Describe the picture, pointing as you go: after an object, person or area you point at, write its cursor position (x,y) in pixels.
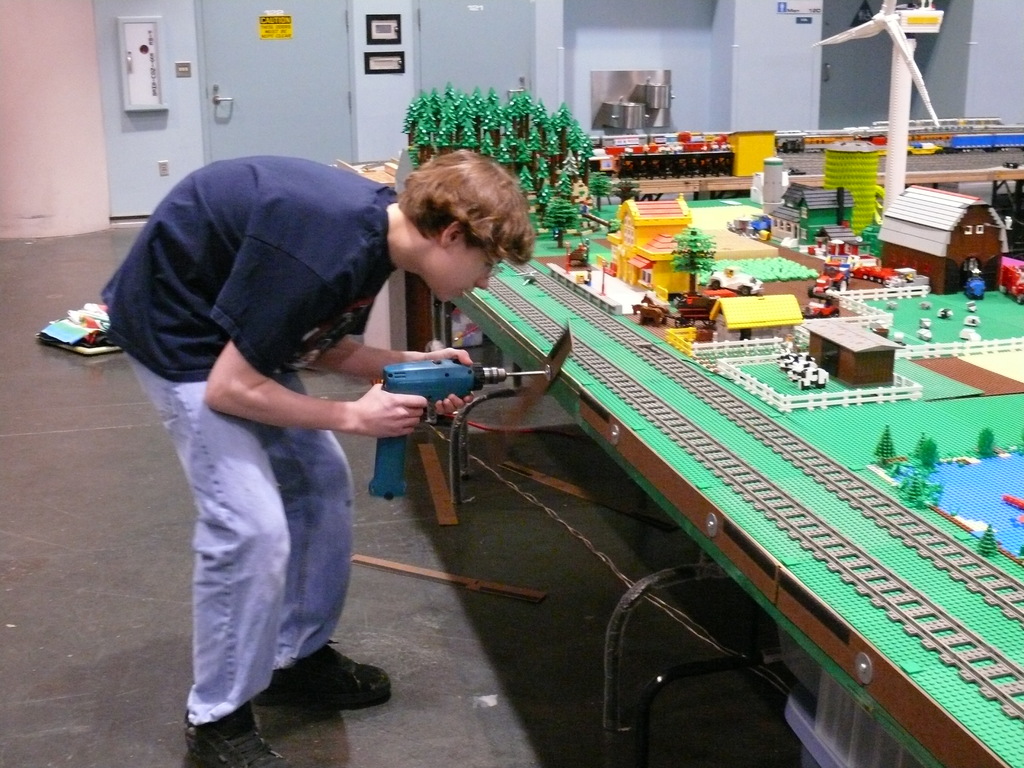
On the left side of the image (202,403) a man (273,495) is standing and holding a drilling machine (422,392). On the right side of the image (707,421) there is a table (655,377). On the table (700,362) we can see some objects (799,369) like house (857,362), toys (790,268), turbine (893,96), train (646,162) are present. At the bottom of the image (452,667) floor (454,713) is there. At the top of the image (306,87) we can see a wall (376,148), doors (298,101), boards (373,55) are there.
